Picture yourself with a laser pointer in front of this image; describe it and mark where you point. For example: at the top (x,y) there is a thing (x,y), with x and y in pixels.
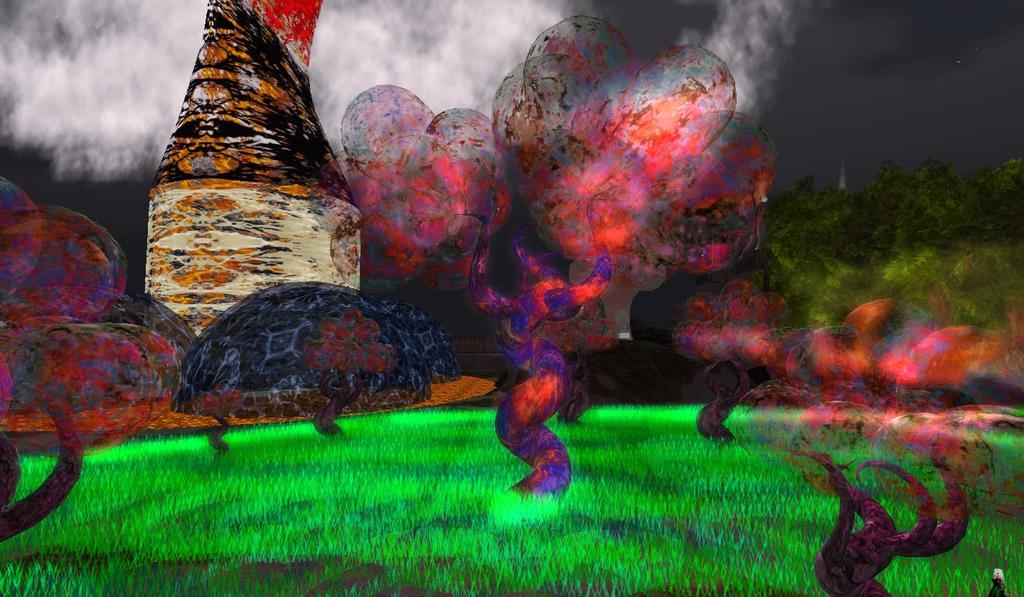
In this image we can see 3d painting (374,418) which are of different colors like green, red, orange, pink and some other multi colors.
